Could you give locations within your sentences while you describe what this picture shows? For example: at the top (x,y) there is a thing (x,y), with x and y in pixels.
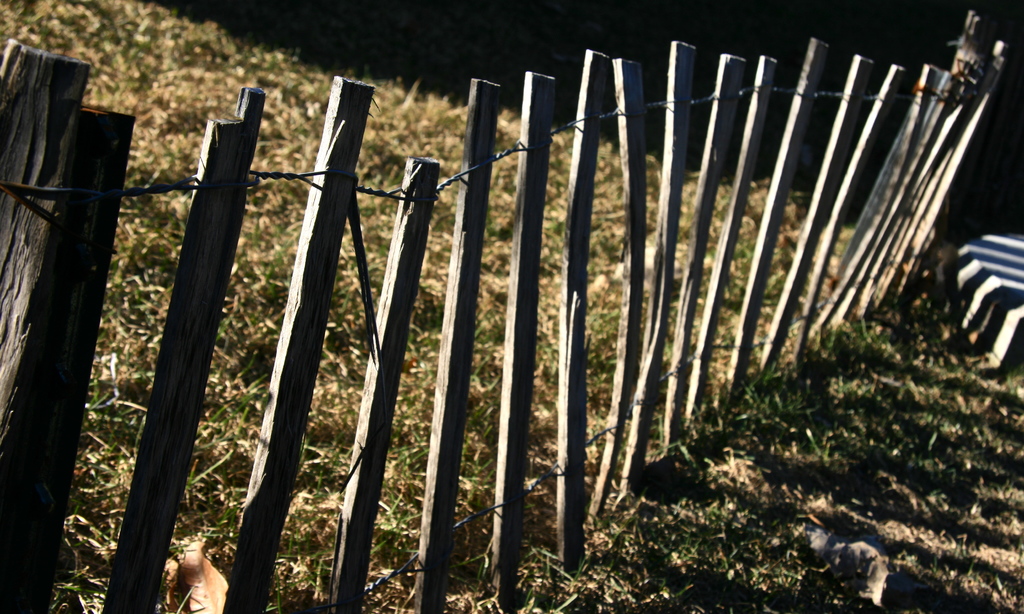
In this picture I can see fence (316,282) and grass (276,216) on the ground (224,64) and I can see dark background (855,21).
